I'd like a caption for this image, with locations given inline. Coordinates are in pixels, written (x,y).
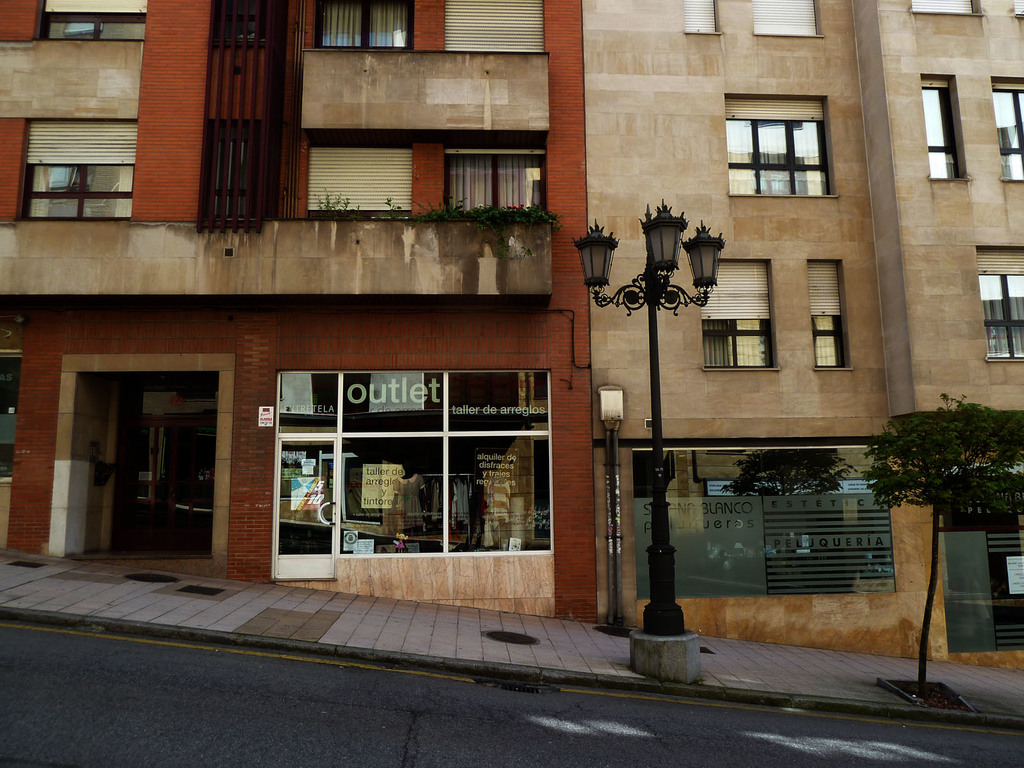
In this picture we can see the road (306,733), tree (938,422), pole (672,629), lights (595,248), footpath (461,618), posters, buildings (237,496) with windows (230,185), curtains (770,124), shutters (35,131).
